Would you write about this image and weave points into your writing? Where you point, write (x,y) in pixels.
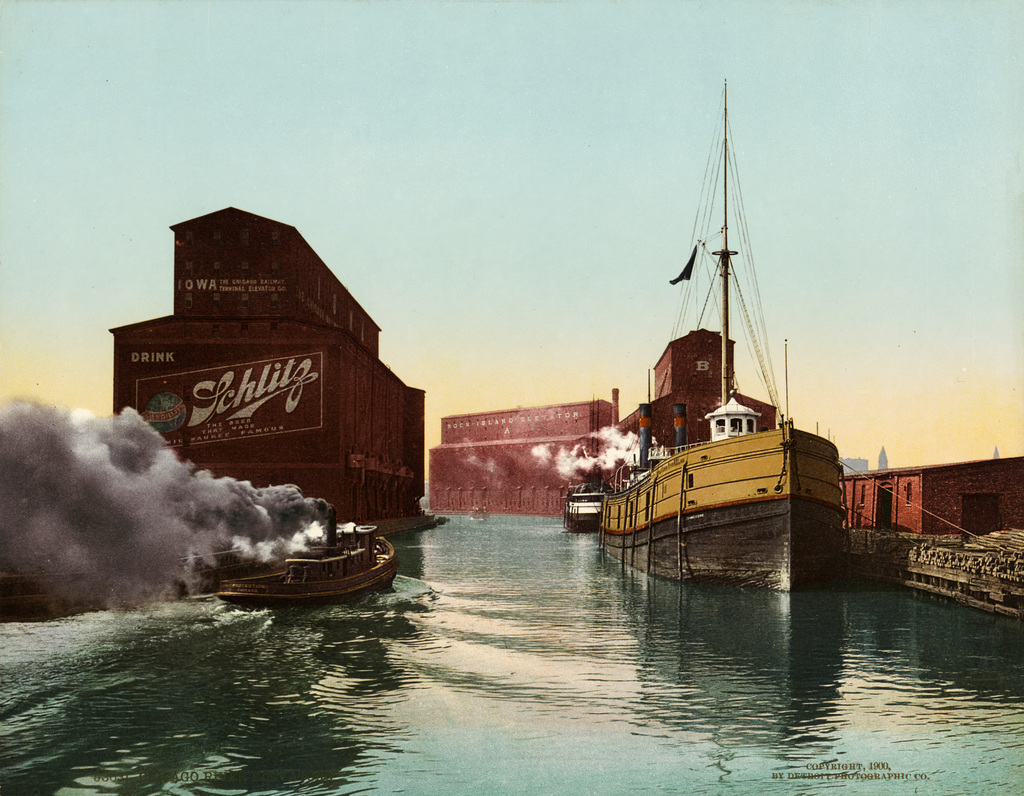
This picture is clicked outside. In the center (665,456) we can see the boats (338,552), ship (791,447) and some other items (1008,576) in the water body (424,579) and we can see the smoke (614,464). In the background (570,128) we can see the sky (769,119) and some other items (880,452).
